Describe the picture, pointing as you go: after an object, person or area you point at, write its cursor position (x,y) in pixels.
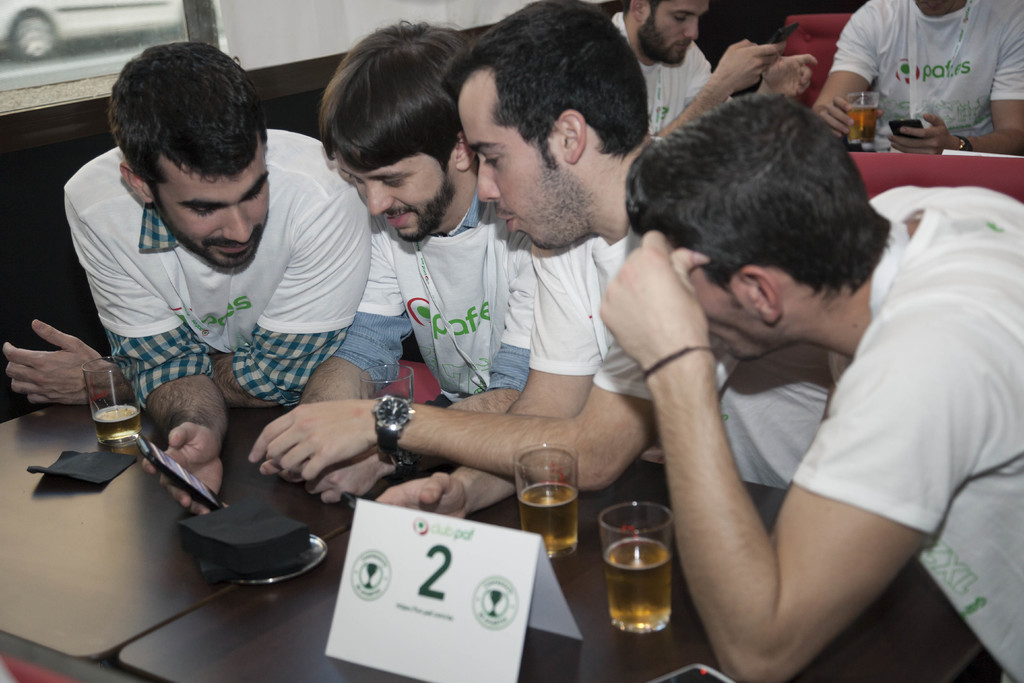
In this image, we can see persons (887,299) wearing clothes (224,303). There is a table (633,656) at the bottom of the image (633,636) contains glasses (635,610) and cardboard (438,568). There is a person (198,289) on the left side of the image (217,312) holding a phone (177,475) with his hand (186,447). There is an another person (965,51) in the top right of the image (965,64) holding a glass (868,109) and phone (909,126) with his hands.
